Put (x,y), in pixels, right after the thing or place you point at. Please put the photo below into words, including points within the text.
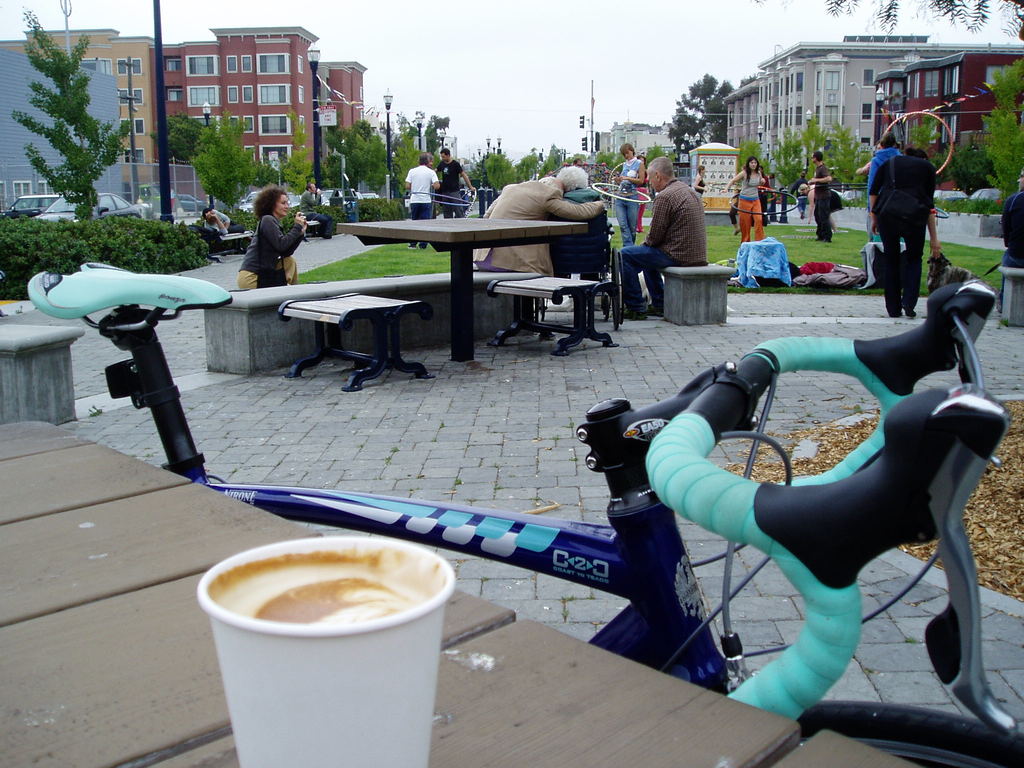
This image is taken in outdoors. There are few people (656,197) in this image. In the middle of the image (404,504) there is a bicycle (840,579). At the bottom of the image (376,606) there is a table (206,759) and a coffee cup (268,641) on it. At the background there are few buildings (214,103) and trees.
